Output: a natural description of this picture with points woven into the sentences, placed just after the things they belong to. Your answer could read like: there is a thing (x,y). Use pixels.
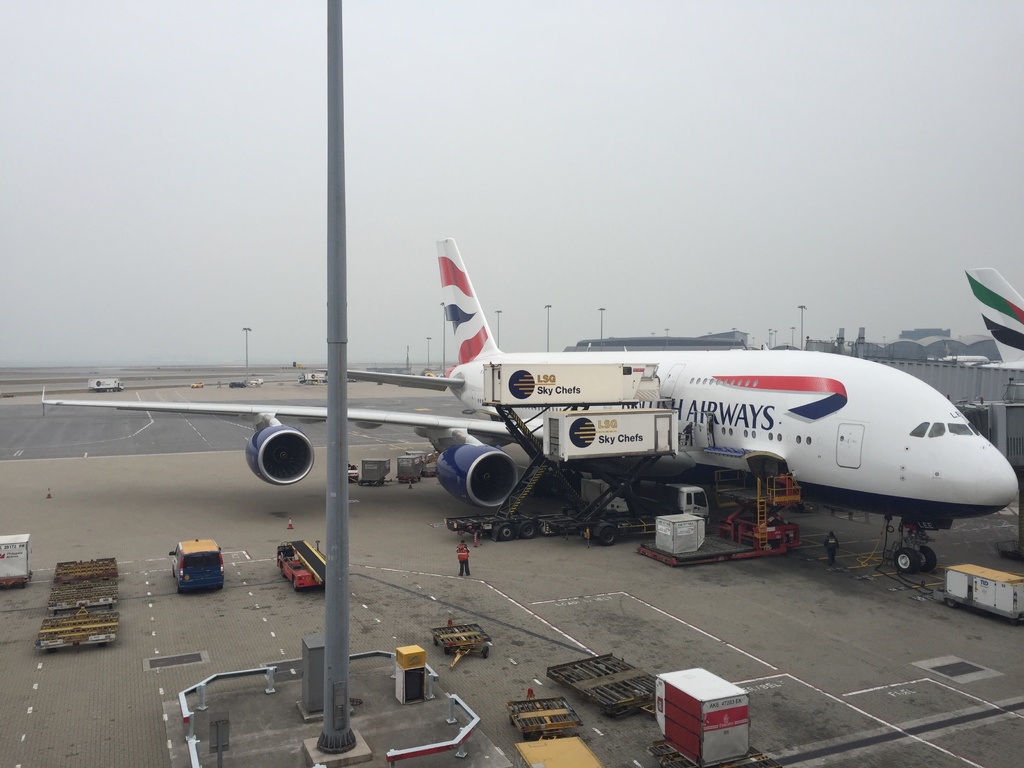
In the image we can see an airplane (813,489), white, red and blue in color. There are even people (461,565) wearing clothes (463,547). Here we can see there are vehicles (61,572) of different colors. Here we can see a platform (872,645), poles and a white sky (827,332).
